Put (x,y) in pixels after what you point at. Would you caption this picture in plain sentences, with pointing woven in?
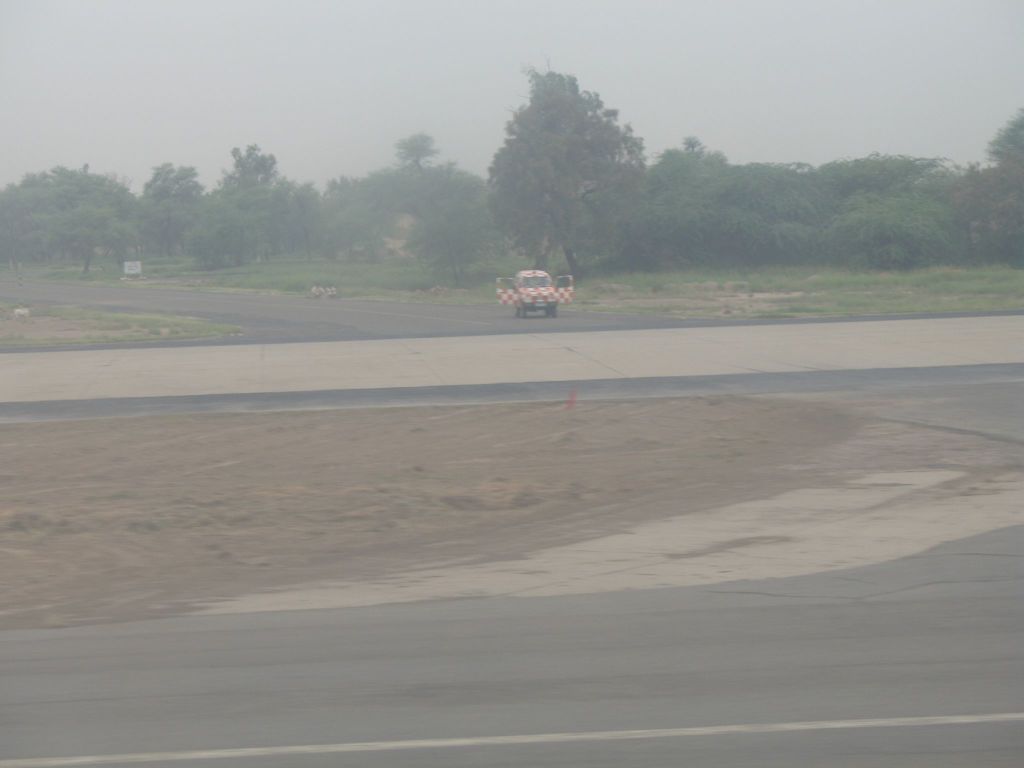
In this image there is grass (71,279), plants (537,262), trees (556,250), a vehicle (547,276), and in the background (442,99) there is sky (669,53).
